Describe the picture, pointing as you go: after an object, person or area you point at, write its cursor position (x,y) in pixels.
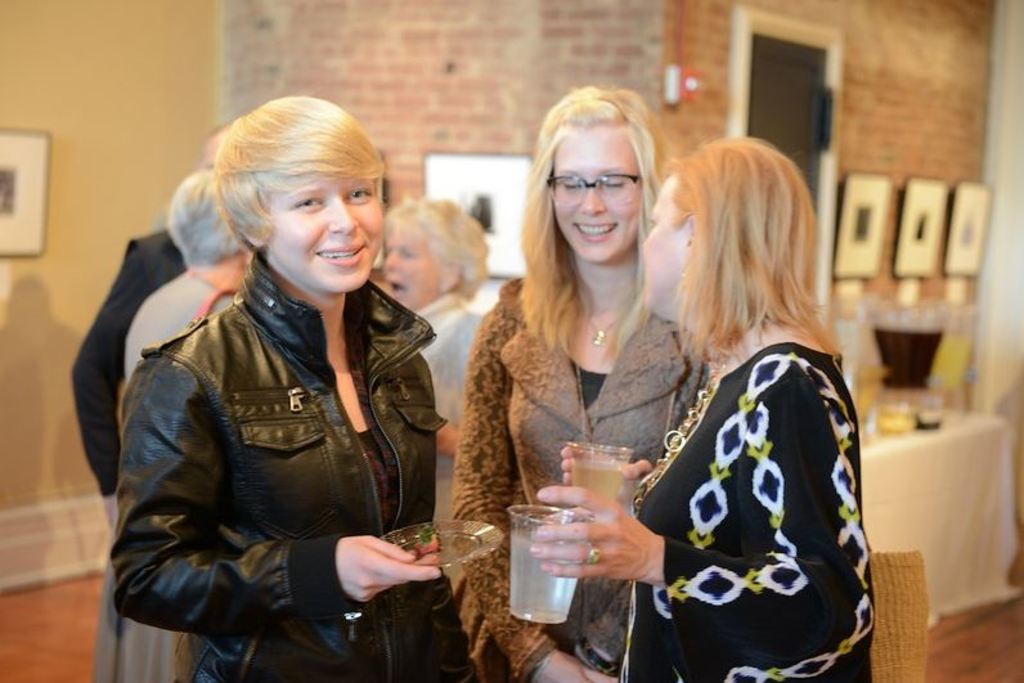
Here a beautiful girl (294,128) is standing, she wore a black color coat (308,500), in the middle (563,308) another girl (625,248) is also standing, she wore spectacles (579,185) behind them it's a brick wall (541,93).
